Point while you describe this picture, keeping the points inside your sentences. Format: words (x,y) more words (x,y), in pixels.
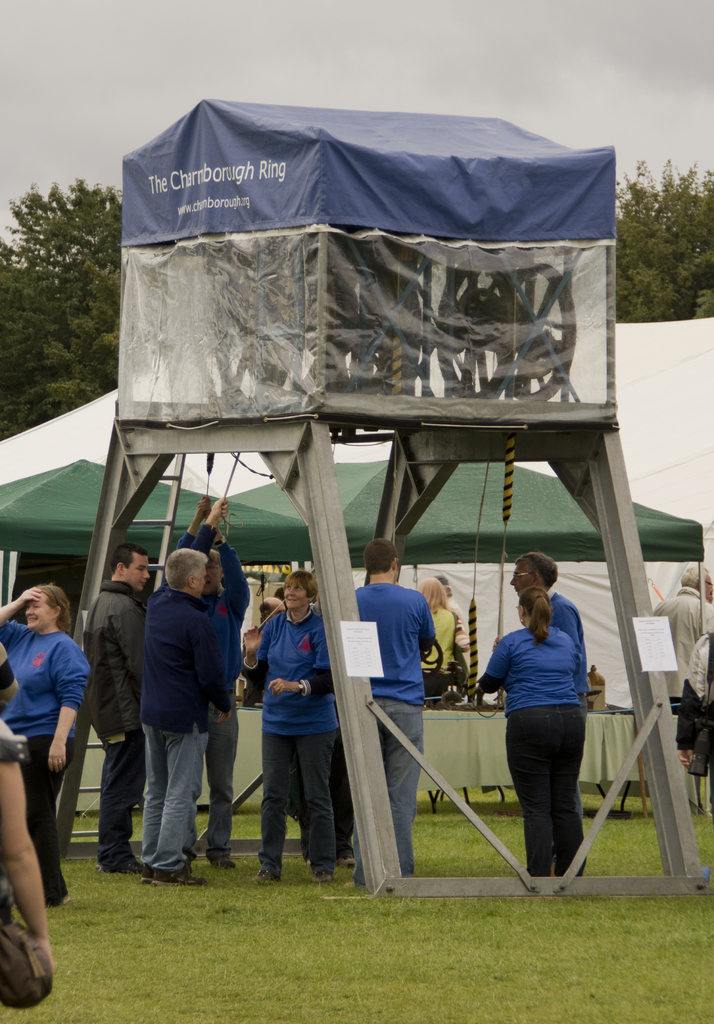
In this image, we can see people (497,673) standing and there are tents (636,365) and we can see trees (651,275).
